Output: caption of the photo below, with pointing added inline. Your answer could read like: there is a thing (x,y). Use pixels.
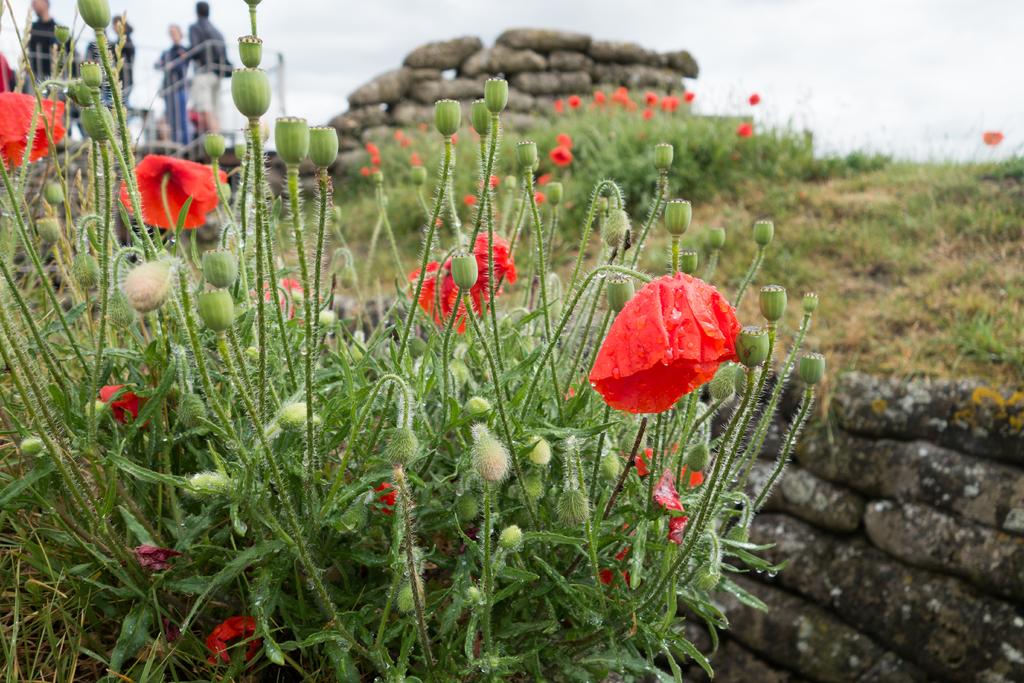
In this image we can see some plants (583,261) with flowers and buds (613,225) on it, there are some stones (471,109), people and grass (581,233) on the ground (599,258), in the background (774,33), we can see the sky (744,33).
